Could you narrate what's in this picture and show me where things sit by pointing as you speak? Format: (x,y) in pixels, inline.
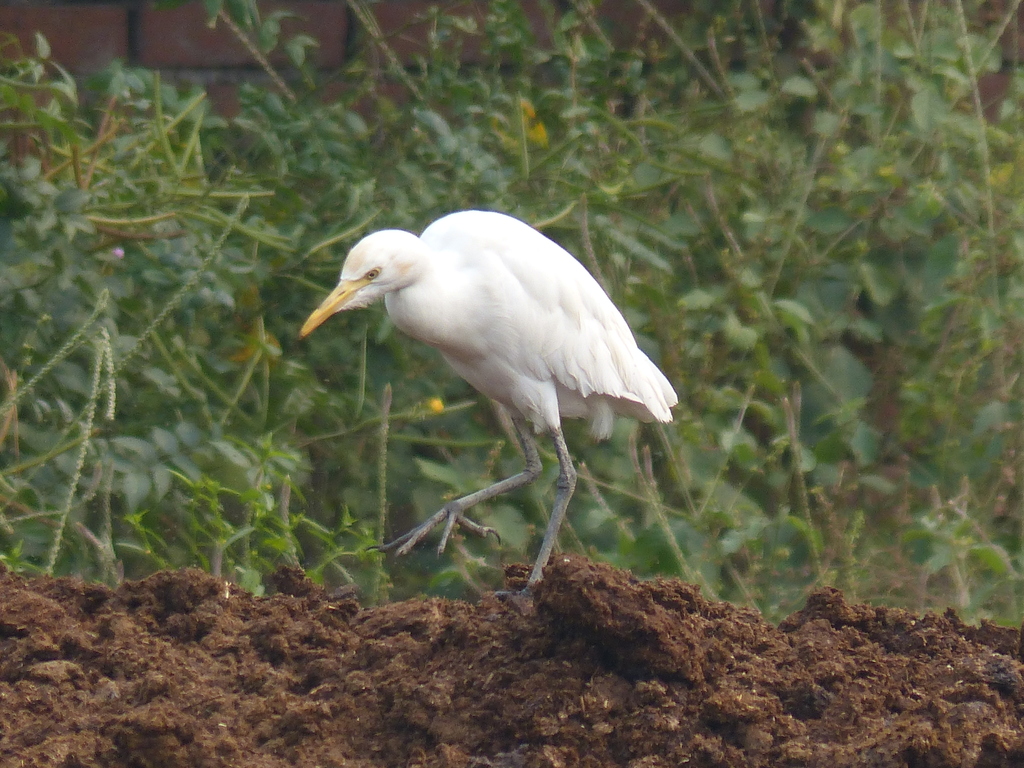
In the picture we can see a mud (332,607) on it, we can see a bird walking and it is white in color and behind it, we can see plants (900,73) and behind it we can see a wall (106,56) with bricks (151,36) to it.
